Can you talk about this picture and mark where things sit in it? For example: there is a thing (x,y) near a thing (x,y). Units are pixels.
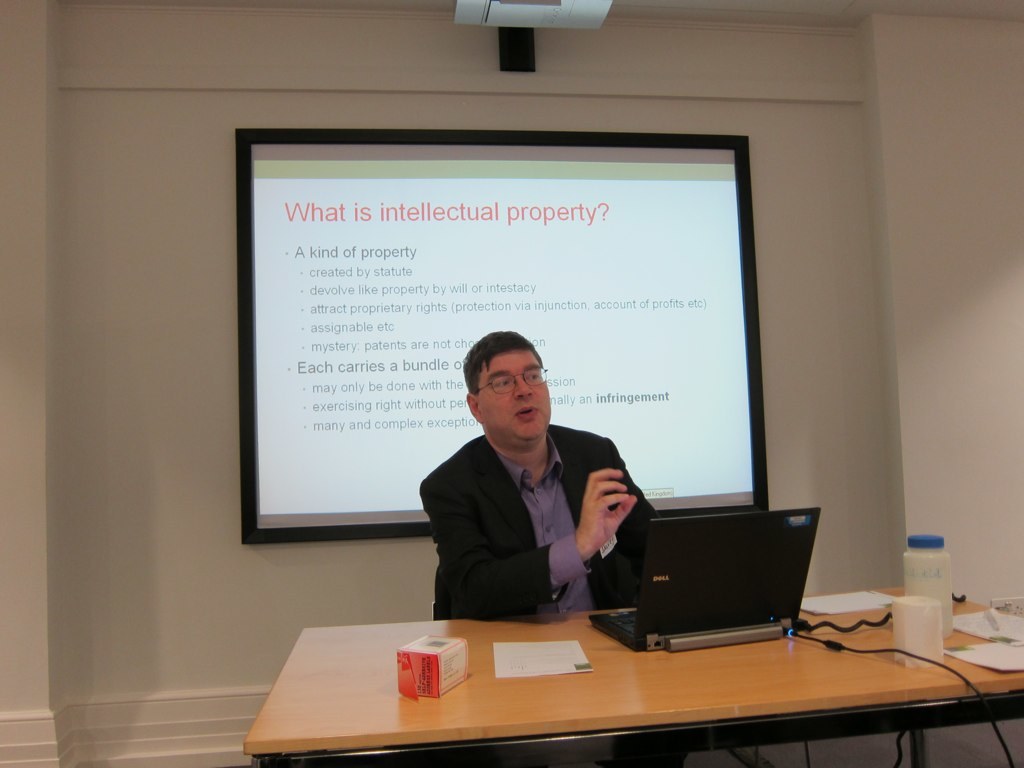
In the center (525,494) we can see one person (525,494) sitting. In front (722,674) we can see table (654,683), on table (734,667) we can see laptop (747,639), paper (835,599), box (415,668), bottle (946,594). And back we can see wall (823,321) and screen (553,320).
